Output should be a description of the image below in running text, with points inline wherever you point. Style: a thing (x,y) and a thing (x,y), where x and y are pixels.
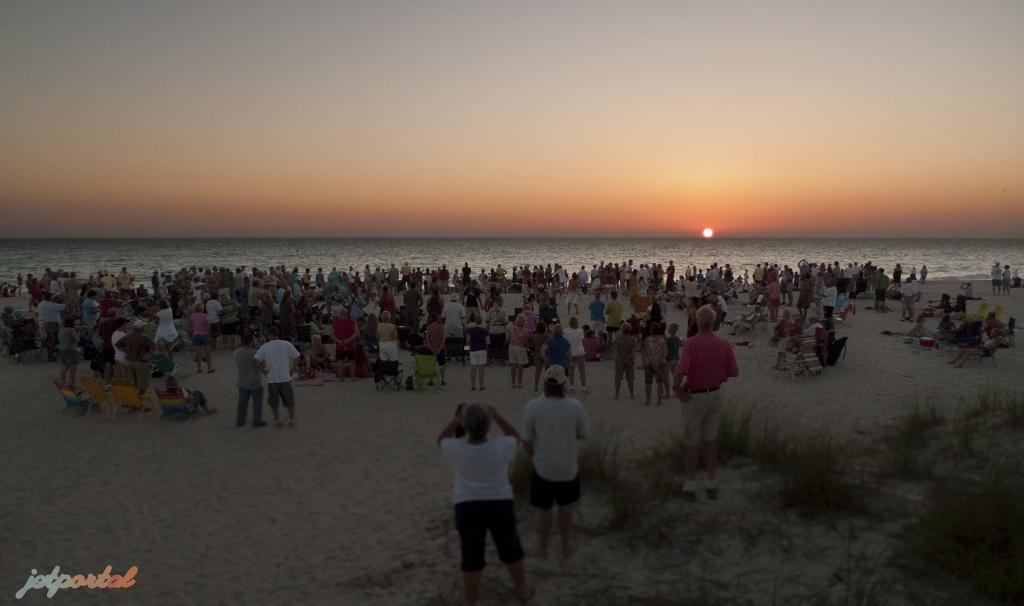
In this picture, we can see the beach (488,378), many people (483,342) on the ground (876,437), and we can see some objects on the ground (144,602) like chairs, and we can see plants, sky (732,219), the sun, and some text (91,583) in the bottom left side of the picture (40,574).
